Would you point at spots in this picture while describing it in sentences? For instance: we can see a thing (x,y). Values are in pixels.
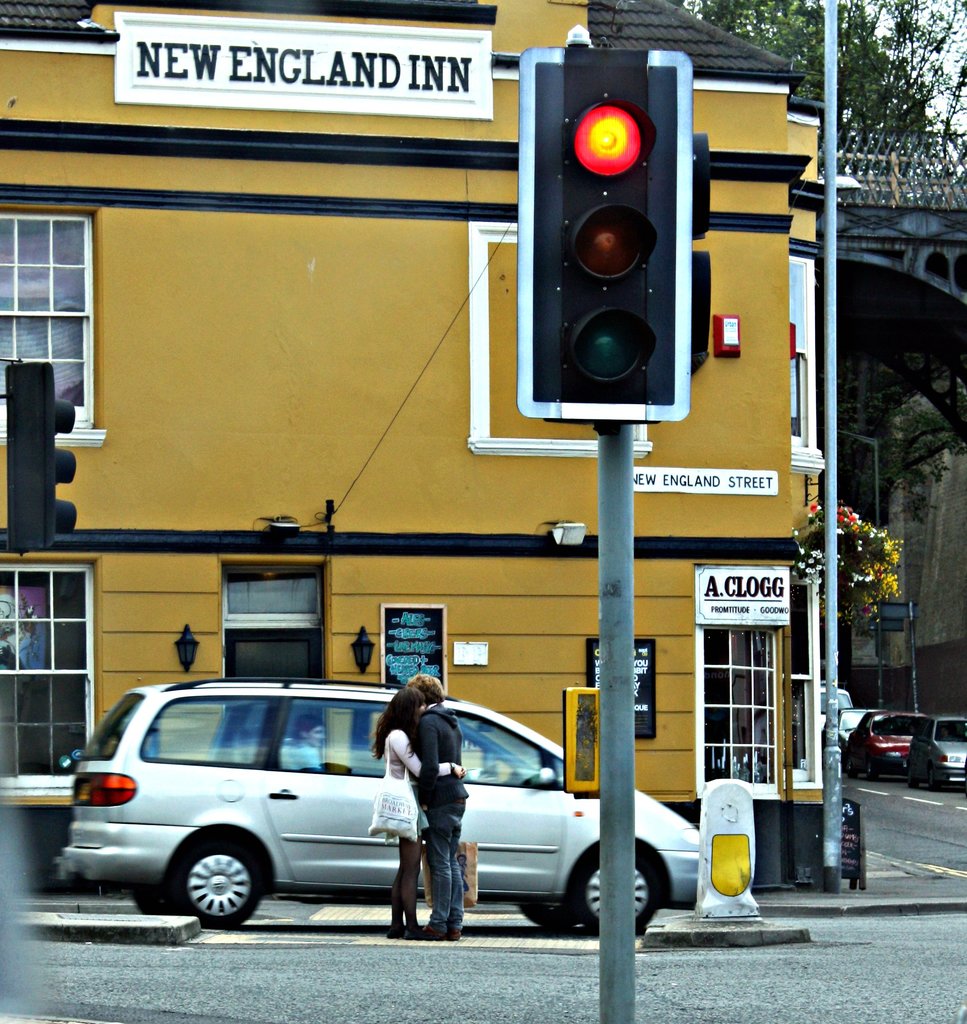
In this image there is a signal pole (586,185), behind the signal pole (611,953) there is a road (429,953) on that road (391,953) a man (450,855) and woman (392,755) hugging and there is a car (579,812) on the road (563,968), in the background (744,220) there is a building (29,708), for that building (91,411) there are windows (10,596), on the right side (886,736) there are cars (898,758) on the road (923,824) and there are trees (907,398).
